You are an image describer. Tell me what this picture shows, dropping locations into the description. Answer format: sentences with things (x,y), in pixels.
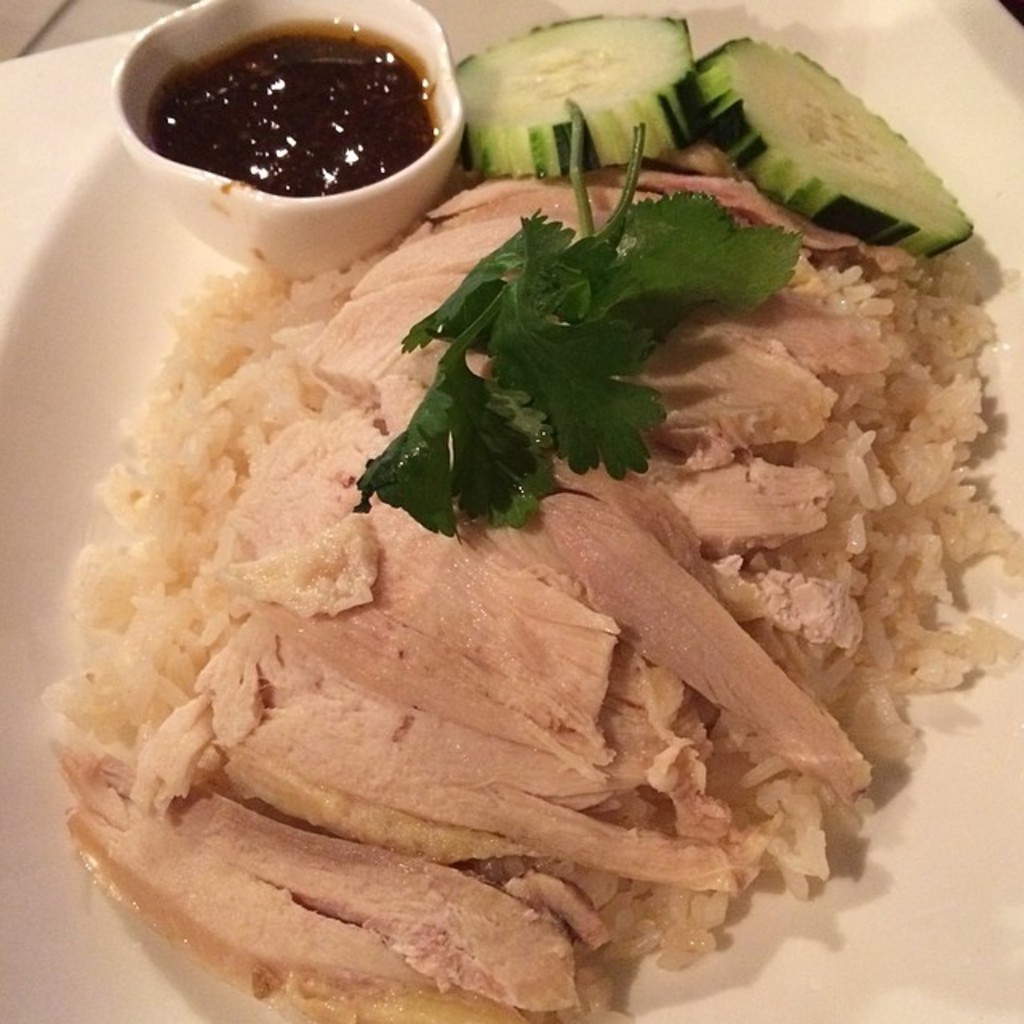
In this image, we can see some food (704,730) and bowl (305,65) with sauce (290,119) are placed on the white plate (48,132).
